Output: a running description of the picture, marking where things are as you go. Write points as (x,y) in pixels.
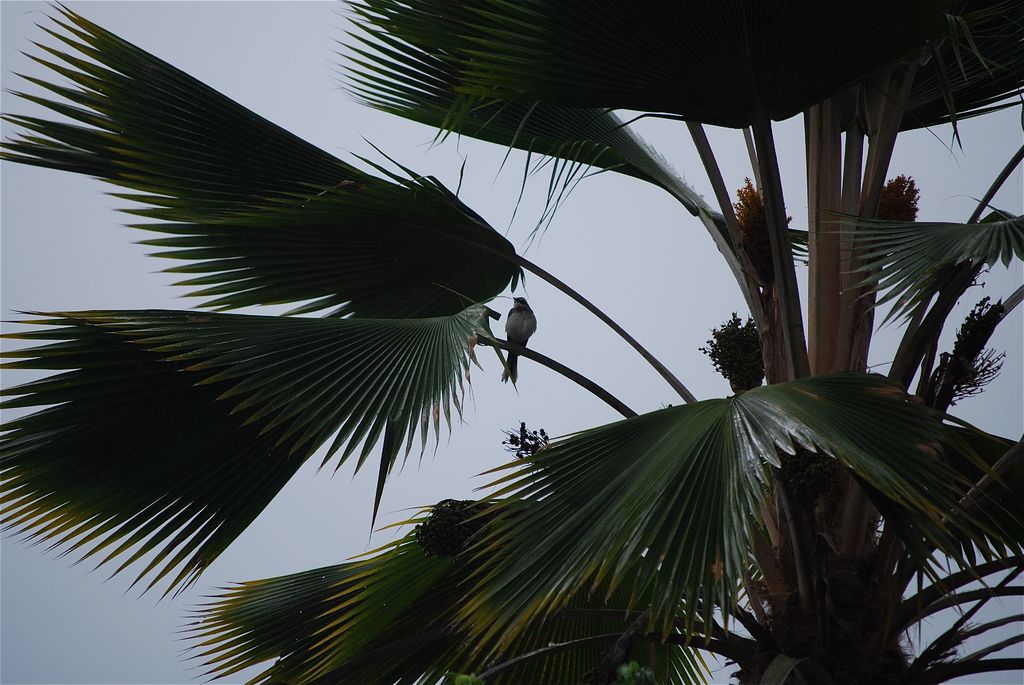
In this picture we can see the sky (599,194) in the background (509,225). This picture is mainly highlighted with a tree (858,314) and we can see a bird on the branch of a tree (900,406).
